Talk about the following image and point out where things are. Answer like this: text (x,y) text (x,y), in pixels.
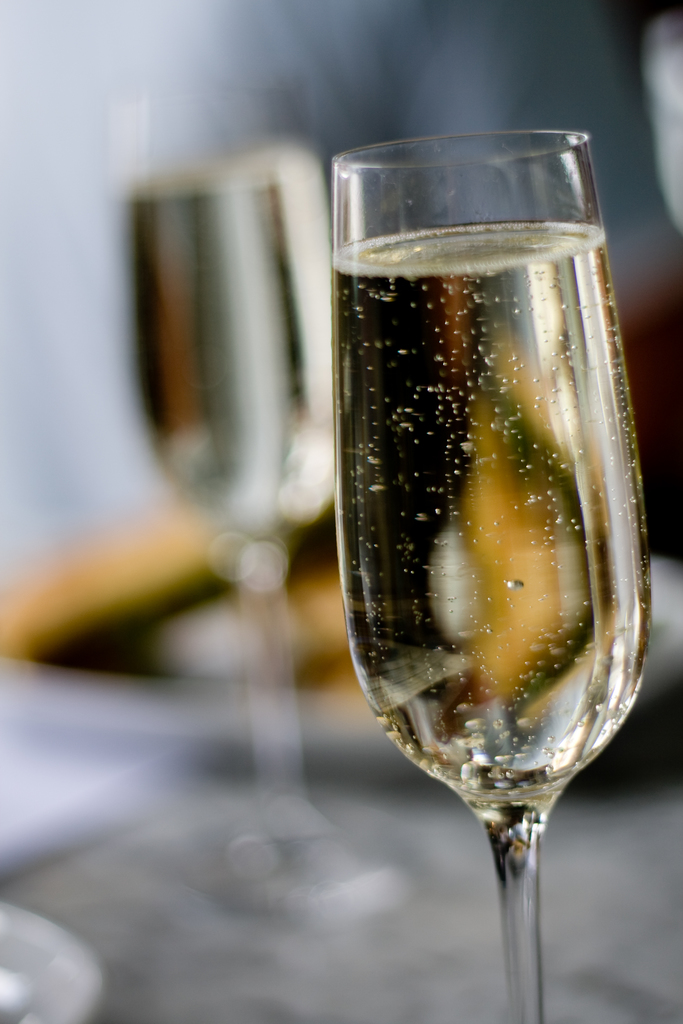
In this picture we observe two wine glasses (284,471) kept on the table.
